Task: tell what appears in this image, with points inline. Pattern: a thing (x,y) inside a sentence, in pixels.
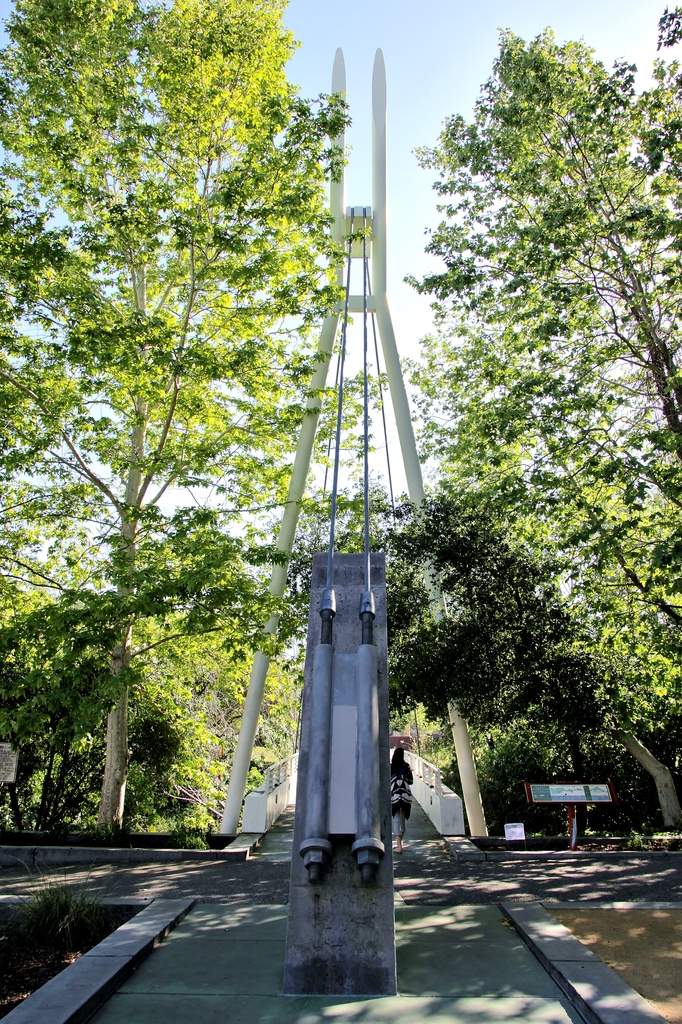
In the foreground of this image (431,926), there is a path (475,936) to walk and in the background (356,541), there is a rope bridge (307,471), trees (521,608), a woman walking on the path (441,958) and the sky (460,39).
